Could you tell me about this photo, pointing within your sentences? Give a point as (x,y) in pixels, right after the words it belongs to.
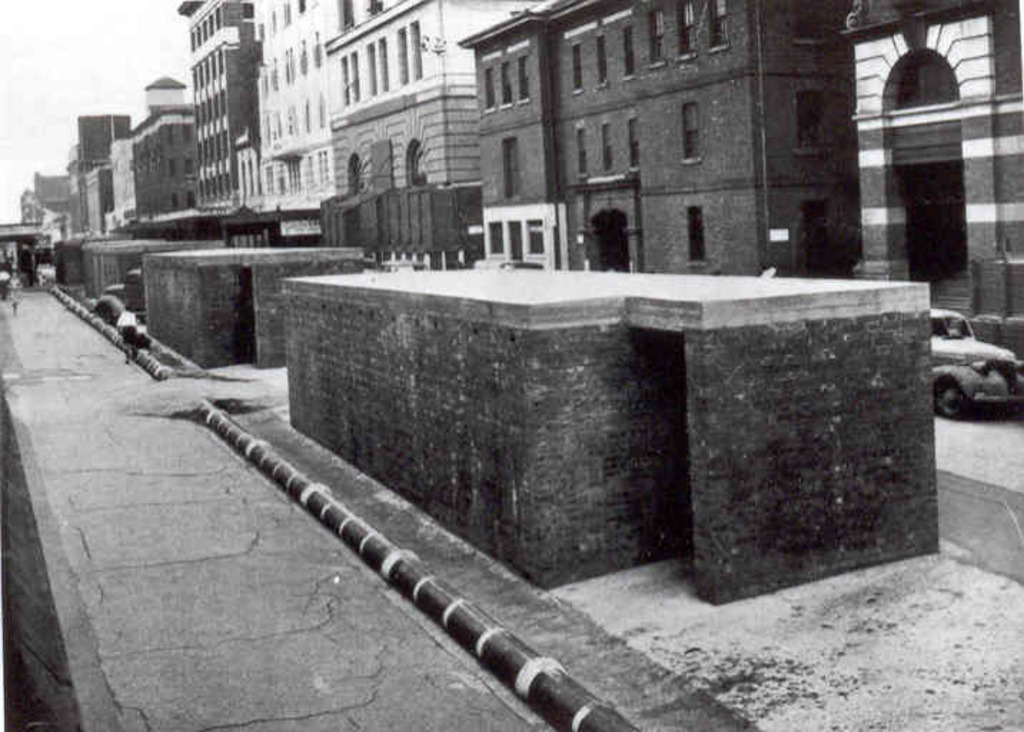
This is a black and white image. In this image we can see some buildings (643,412), vehicles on the ground (1022,439) and the sky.
